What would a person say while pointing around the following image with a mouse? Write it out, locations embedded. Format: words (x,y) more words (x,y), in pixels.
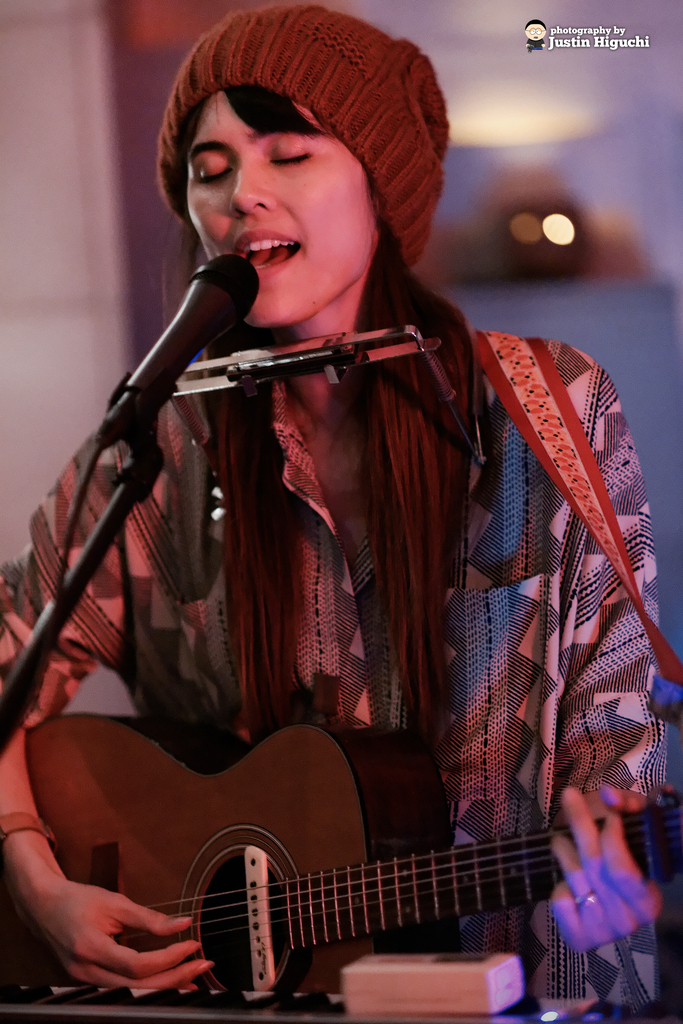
In this image there is a person (337,642) wearing white color dress (538,486) and brown color hat (371,155) playing guitar (330,823) in front of her there is a microphone (69,594).
